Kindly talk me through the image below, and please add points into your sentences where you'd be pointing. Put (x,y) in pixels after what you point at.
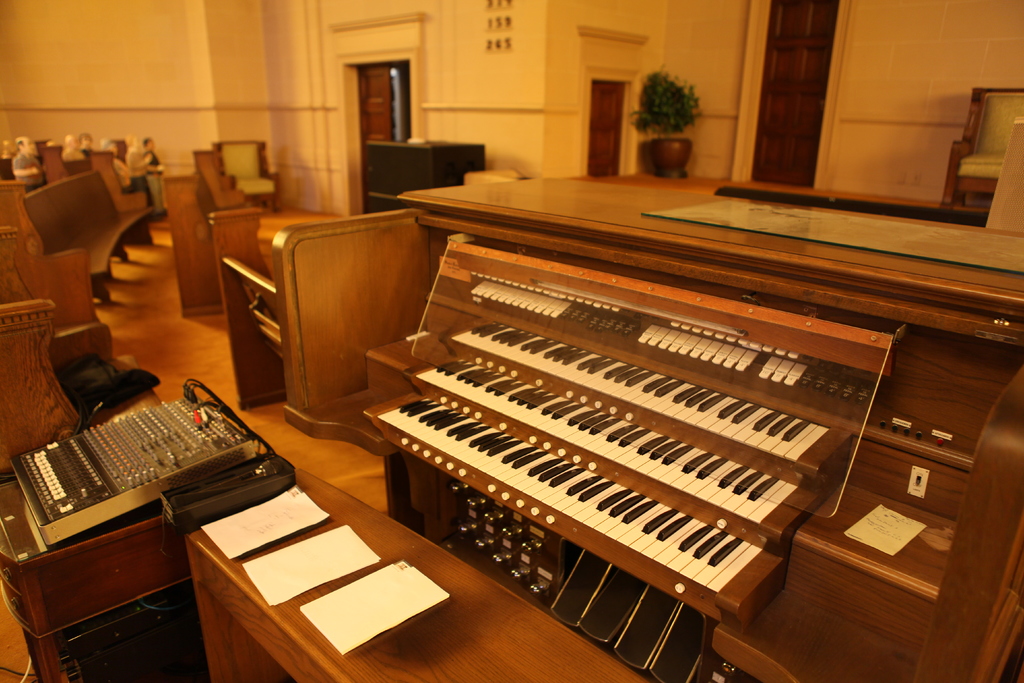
In the center of the image (559,346), we can see a piano (487,342) and on the left (141,481), there is an object (116,453) and we can see some papers (330,614) on the stand (386,642) and in the background (88,138), we can see people (26,148) sitting on the benches (143,212) and there are chairs (959,155), a houseplant (651,115), doors (378,99) and there is a wall (258,38). At the bottom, there is a floor (188,340).
